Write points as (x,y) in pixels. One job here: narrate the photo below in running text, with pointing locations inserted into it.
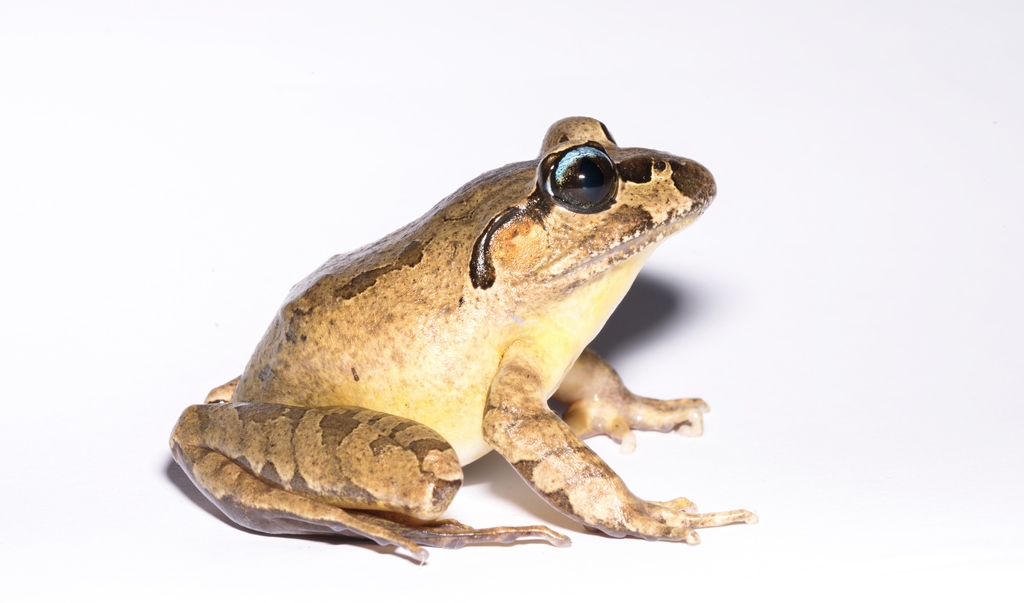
In this image, we can see a frog (386,428). In the background (676,319), we can see white color.
